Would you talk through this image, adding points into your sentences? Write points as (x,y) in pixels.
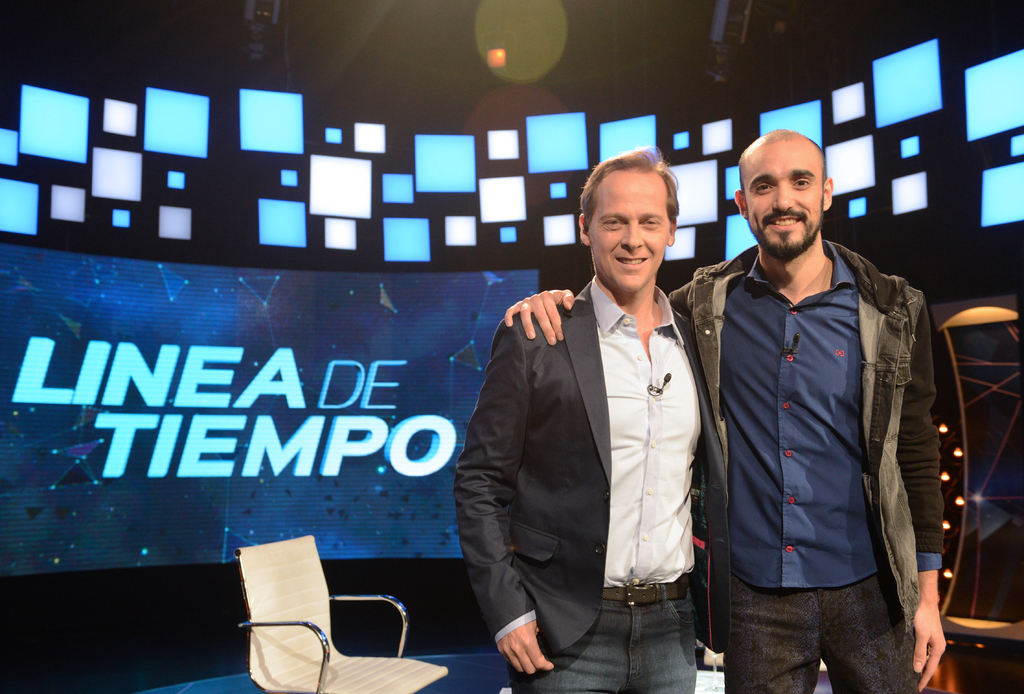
In this image i can see 2 persons (771,434) wearing jackets (604,425) standing and smiling. In the background (693,266) i can see a chair (298,595), a screen (335,336) and few lights (414,239).
